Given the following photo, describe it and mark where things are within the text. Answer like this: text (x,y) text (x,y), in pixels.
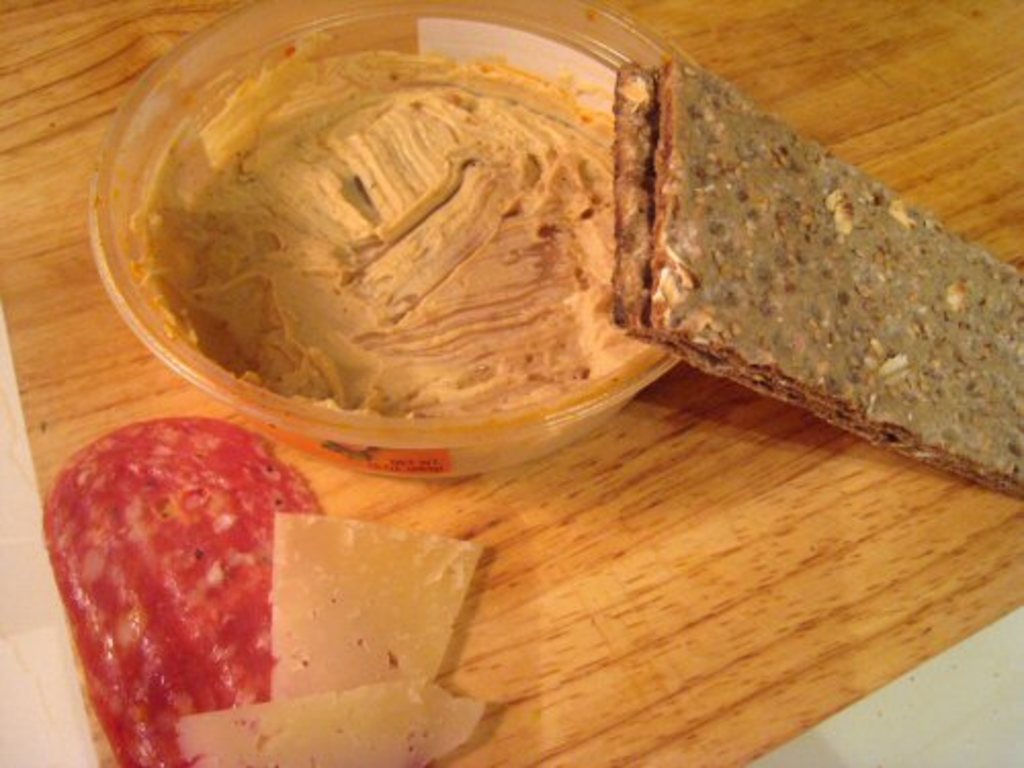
In this image, we can see some creams (311,104) in the plate (561,46) and there are some food (625,83) on the table (633,554).
